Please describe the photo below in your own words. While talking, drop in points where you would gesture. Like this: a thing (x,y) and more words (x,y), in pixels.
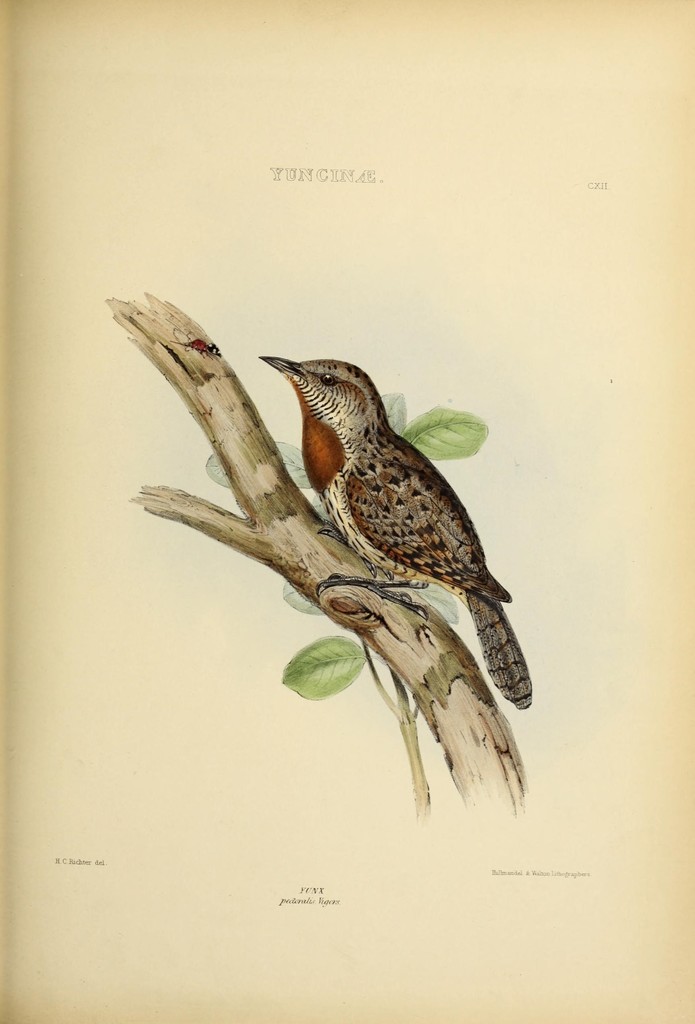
This is page (229,250). On that something is written. Also there is a painting (378,598) of a bird (328,511) sitting on a trunk (258,530) of a tree (404,610). Also there are leaves (335,666) and a stem (422,791).
